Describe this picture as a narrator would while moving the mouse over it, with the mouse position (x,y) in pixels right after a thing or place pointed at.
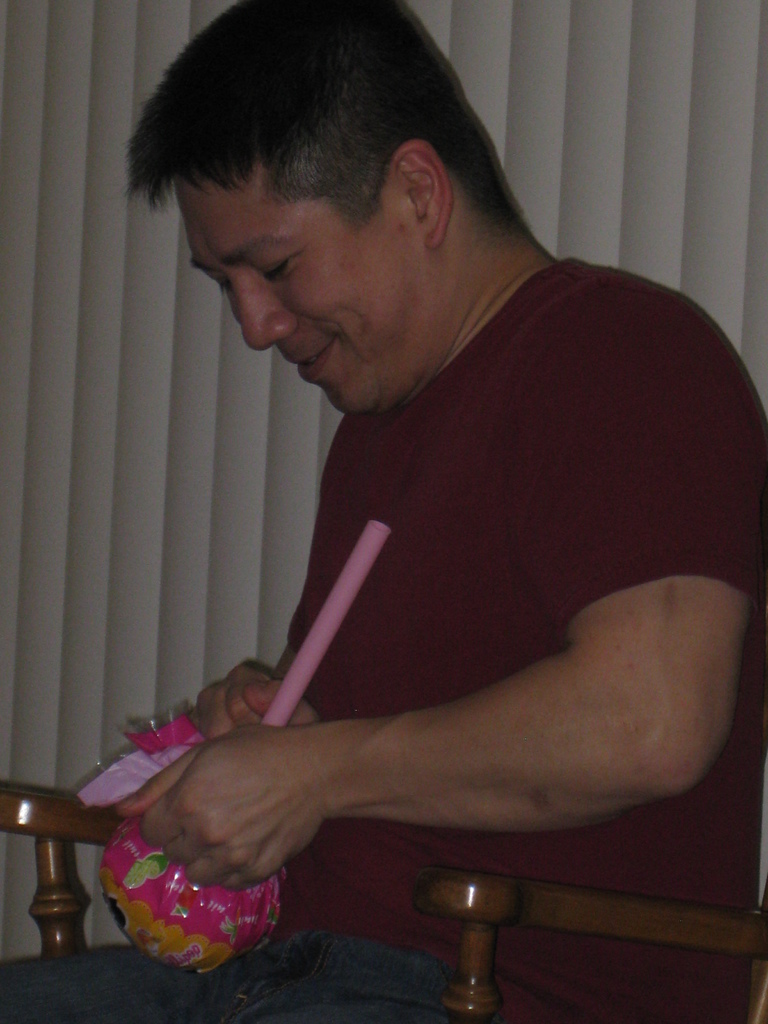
In the picture we can see a man (369,962) sitting on the chair (478,979) and holding something in the hand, which is pink in color and he is in red T-shirt (588,390) and smiling and behind him we can see a wall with white color lines (225,604) on it.
